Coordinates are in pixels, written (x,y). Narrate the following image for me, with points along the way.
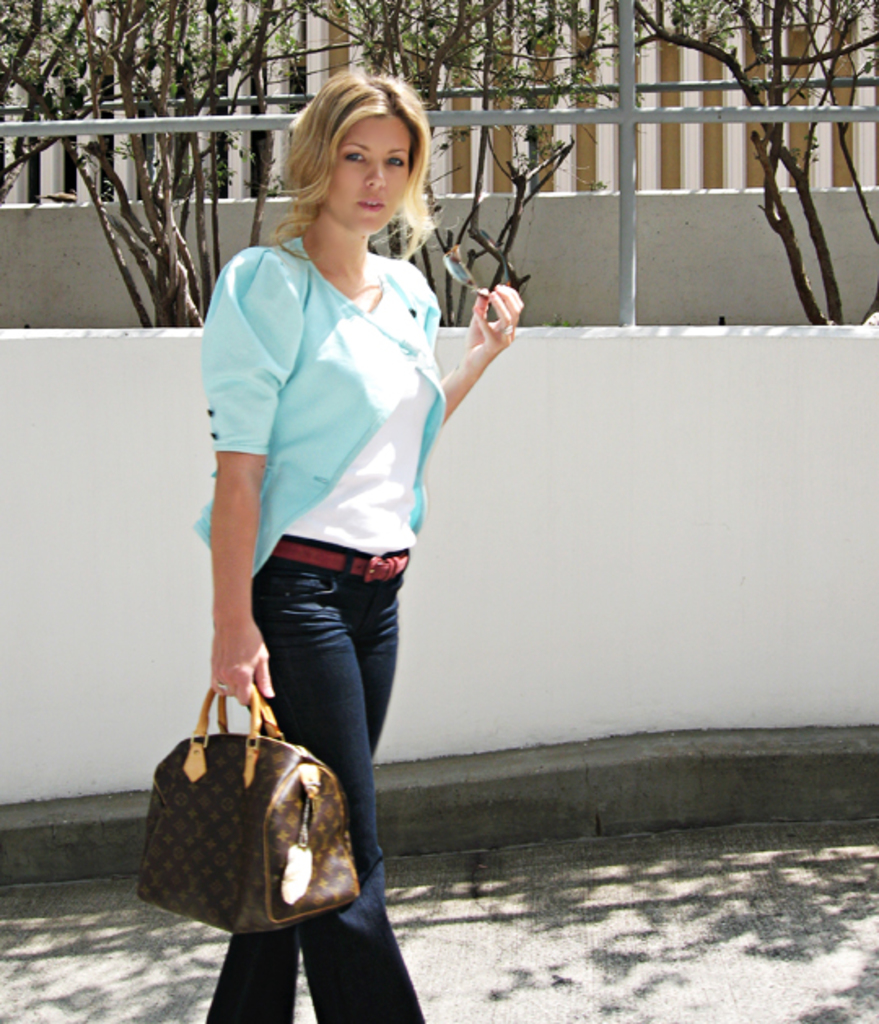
A woman (326,725) is standing, holding bag (265,775) in one hand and glasses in another hand (517,317). In the background (217,131) there is a fence (198,118), building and plants (730,55).
